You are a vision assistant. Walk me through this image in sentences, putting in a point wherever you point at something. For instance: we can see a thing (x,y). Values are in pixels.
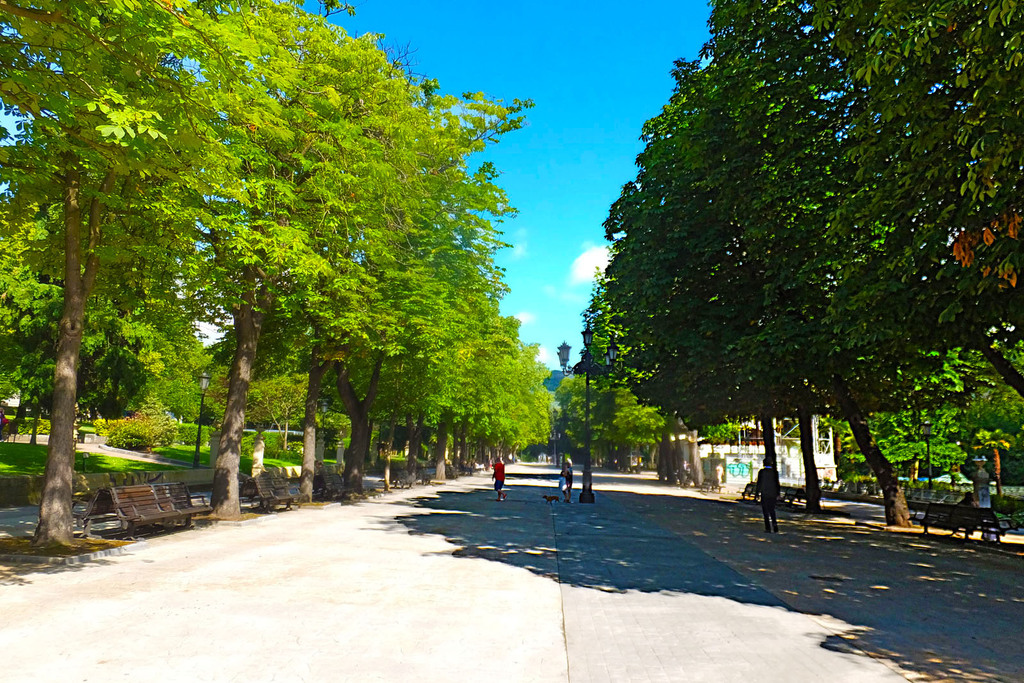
In this image I can see few trees (724,159), benches (133,501), light-poles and green grass (144,468). The sky (511,172) is in white and blue color.
